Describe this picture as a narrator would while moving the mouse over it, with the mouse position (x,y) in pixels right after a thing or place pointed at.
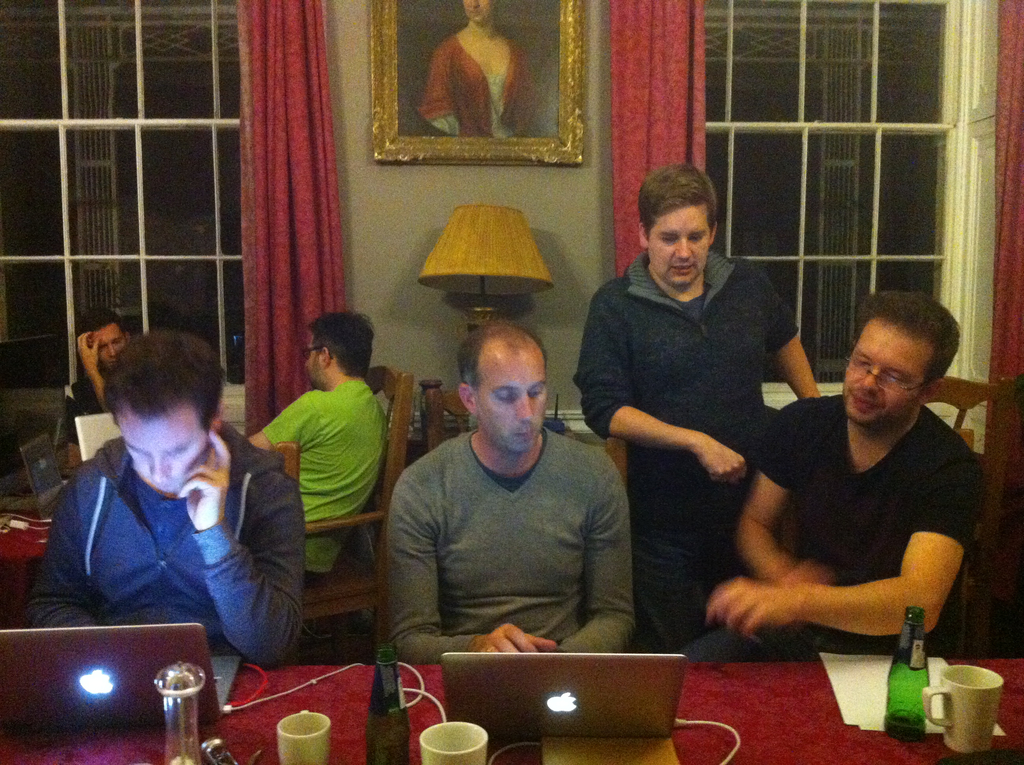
In this picture there are several man (591,472) sitting on the table (301,698) with laptops (602,726) on top of it. In the background (183,230) we observe glass windows (213,214) and a painting (436,130).
